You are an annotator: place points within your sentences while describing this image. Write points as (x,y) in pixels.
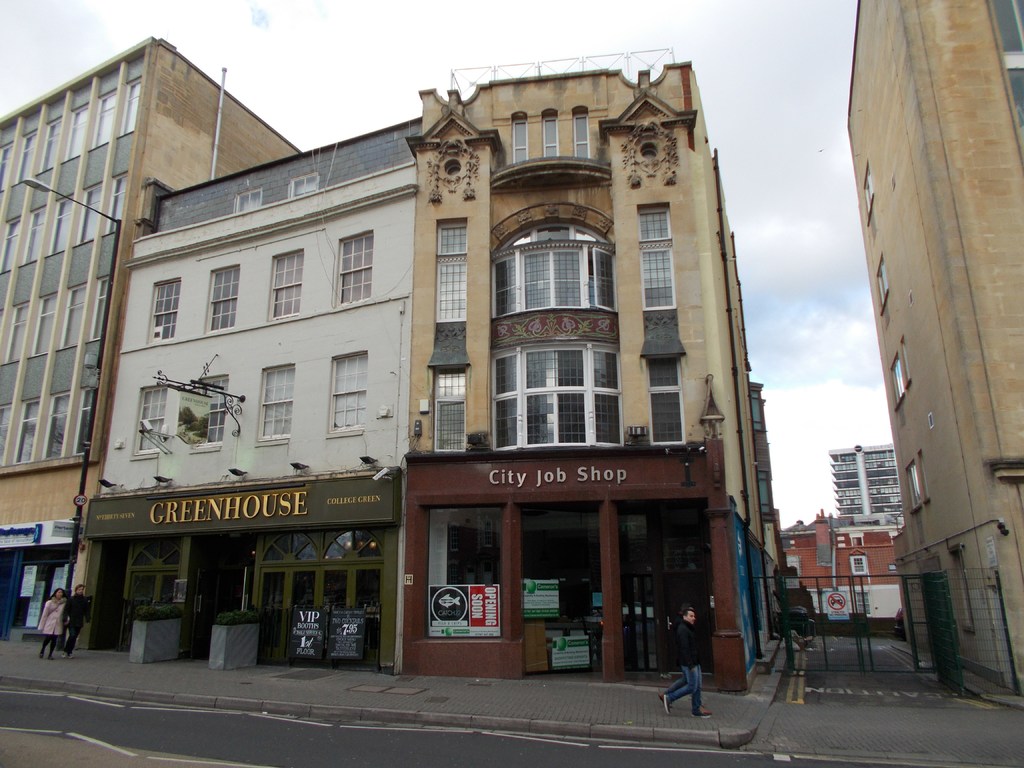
There are people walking and we can see boards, plants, buildings (942,460) and we can see poster (466,600) on this glass (461,580) and road (134,715). We can see sky (322,55).
